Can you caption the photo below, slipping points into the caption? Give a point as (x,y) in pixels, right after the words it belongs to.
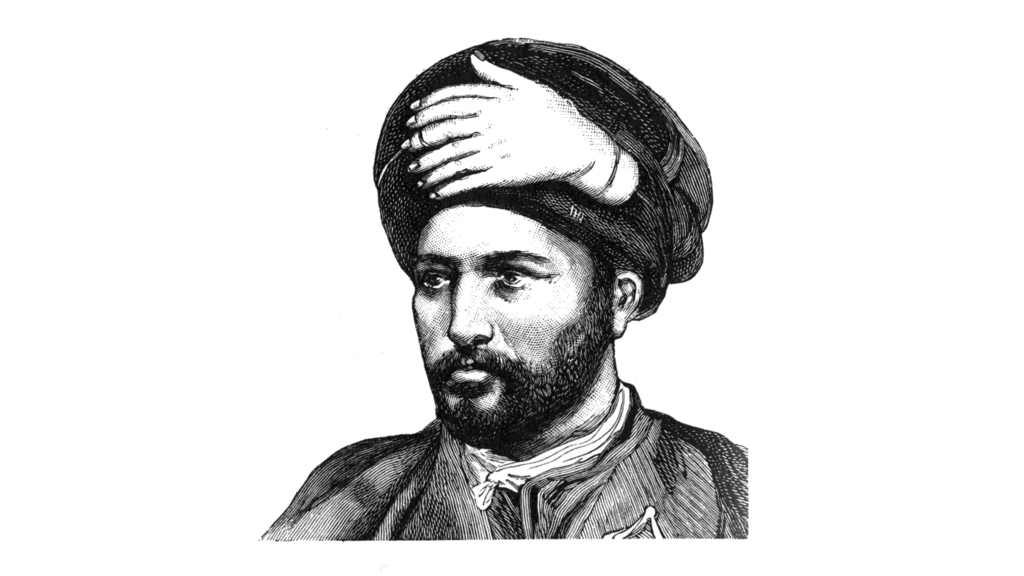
In the picture we can see a picture (386,453) of a man (401,448) with a turban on his head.
